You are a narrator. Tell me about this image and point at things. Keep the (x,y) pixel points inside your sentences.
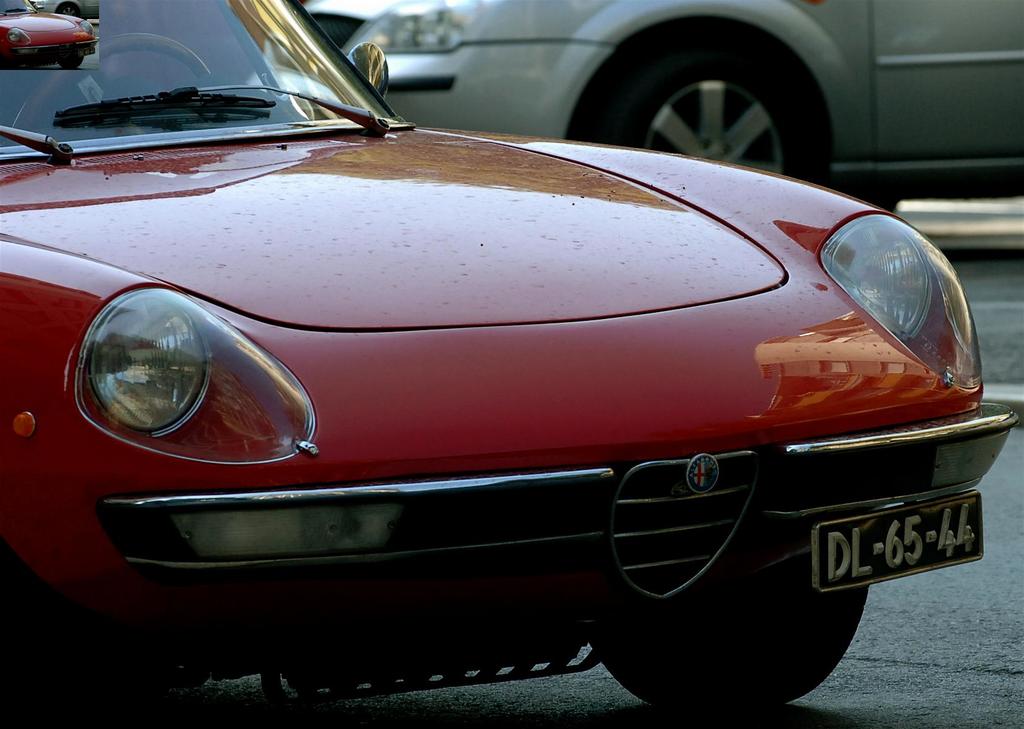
In this image we can see a car (465,455) on a surface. On the right side (837,557), we can see some text (896,524) on the car (861,469). On the top right (754,31), we have another car (720,43). In the top left corner (34,30) we can see the image of a car (24,25).
